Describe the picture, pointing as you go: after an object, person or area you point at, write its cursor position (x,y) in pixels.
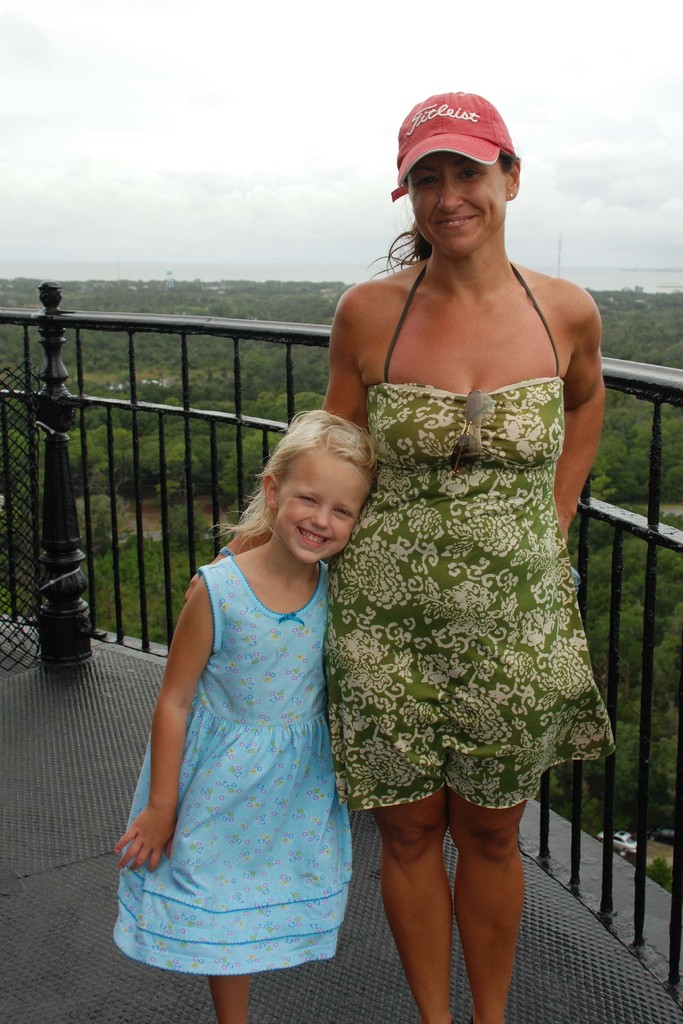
In the image we can see there is a woman (441,594) standing and she is wearing a cap (459,125). There is a girl (274,757) standing along with her. Behind there are lot of trees (253,457) on the ground (675,511).
